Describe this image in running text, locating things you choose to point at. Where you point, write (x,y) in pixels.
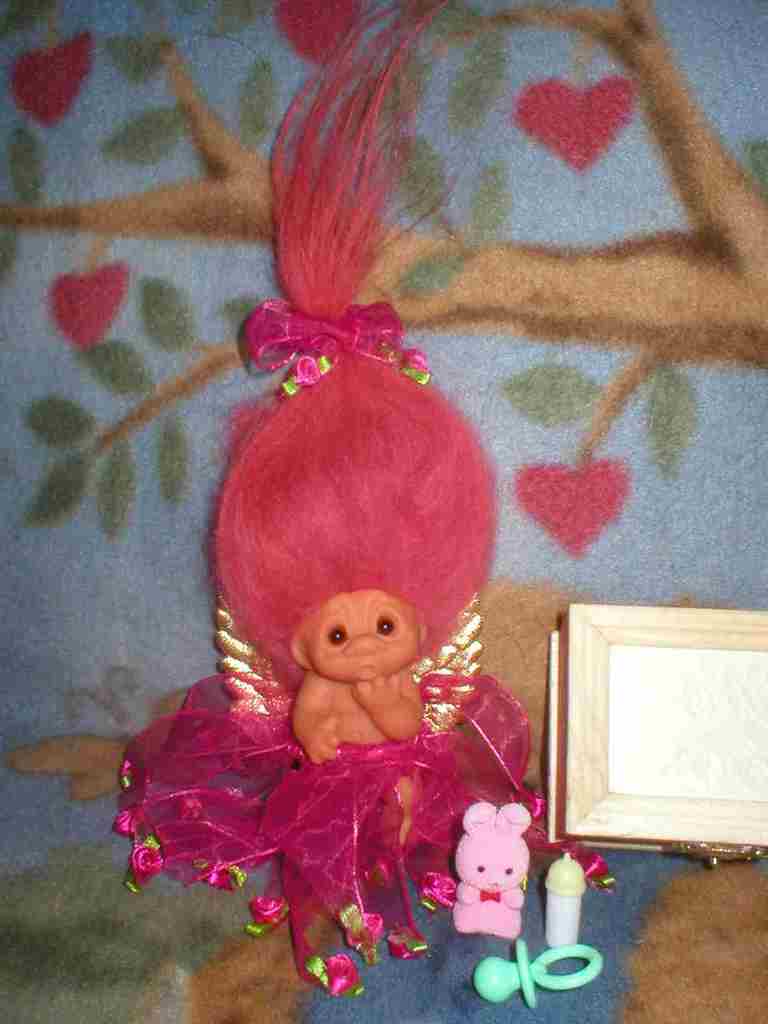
We can see doll (377,878), toys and box (559,711) on a cloth (243,73).
